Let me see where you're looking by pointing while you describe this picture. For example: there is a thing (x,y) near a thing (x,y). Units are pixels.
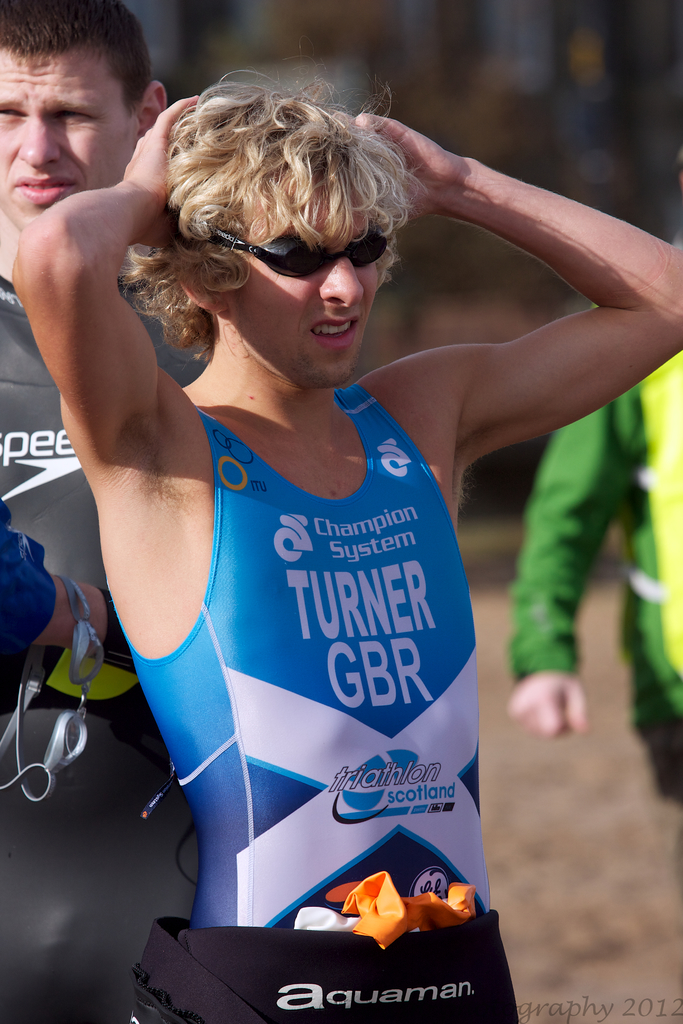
This image is taken outdoors. In the middle of the image (454,440) a man (364,261) is standing on the floor (495,553). On the left side of the image (8,950) there is a man (107,805). On the right side of the image (604,437) there is another man (649,666).
